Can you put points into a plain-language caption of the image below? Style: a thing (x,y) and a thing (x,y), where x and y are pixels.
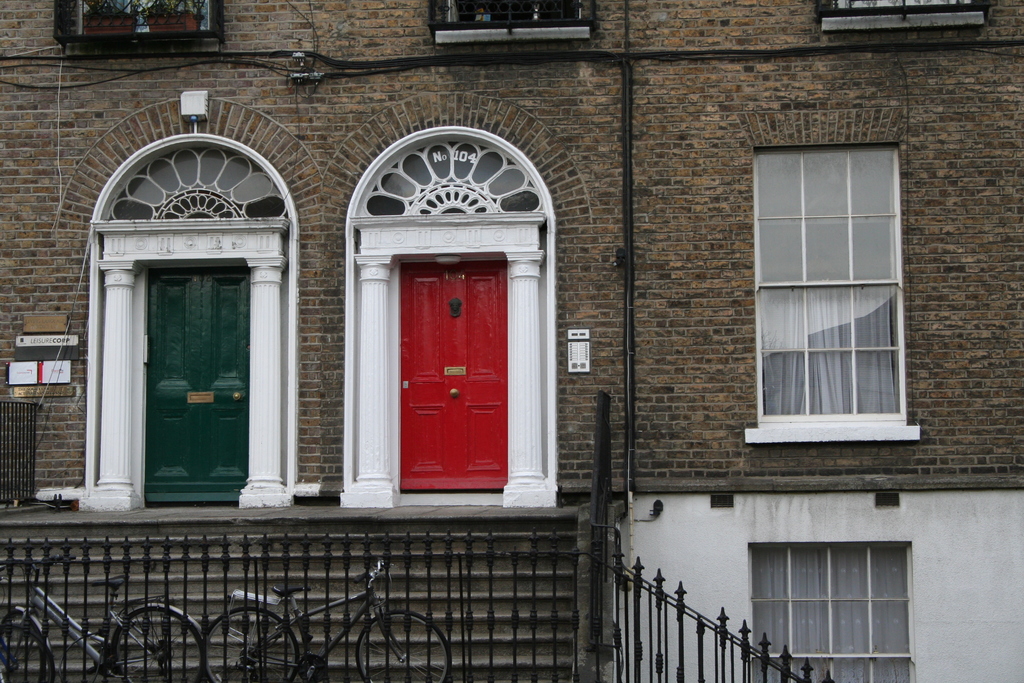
This image consists of a building (453,361). In which we can see two doors (153,390) in green and red colors. At the bottom (262,645), there are two bicycles (159,651) along with the railing (613,636). On the right (825,374), there are two windows (784,306). In the background (8,92), there is a wall (1002,138).
